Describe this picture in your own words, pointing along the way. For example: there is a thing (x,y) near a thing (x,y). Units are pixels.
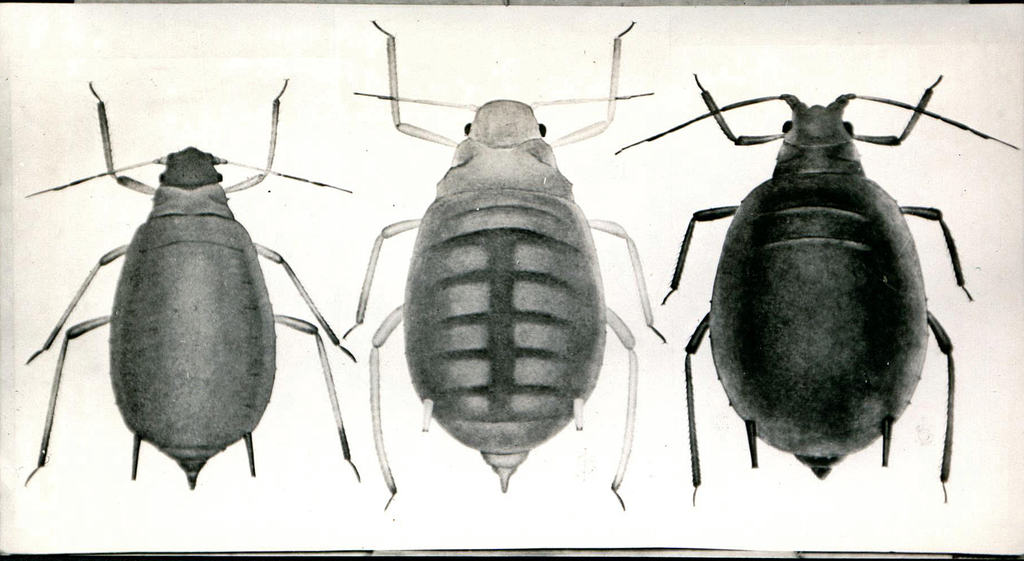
In this image there are depiction of aphids (412,219).
